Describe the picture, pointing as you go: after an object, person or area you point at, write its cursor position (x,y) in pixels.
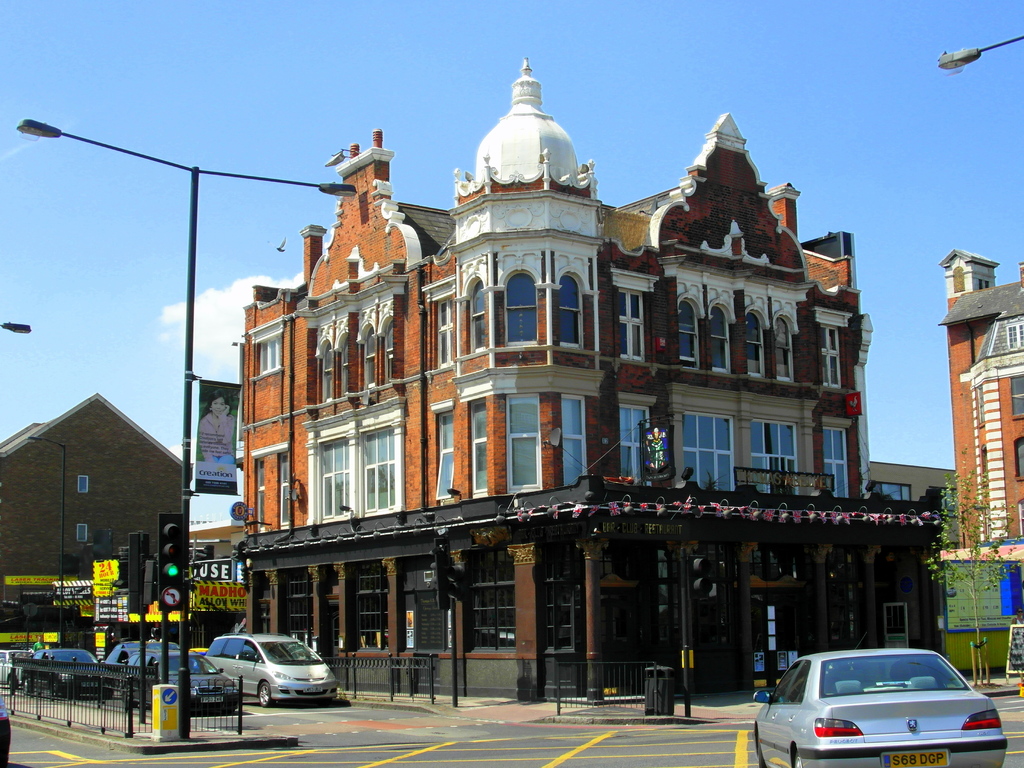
In this image there are buildings (169,491), lights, poles (140,712), signal lights (172,547), boards (174,698), banner (210,394), bin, railings (100,703), vehicles (209,681), road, tree (974,528), sky (379,57) and objects (161,688). Vehicles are on the road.
